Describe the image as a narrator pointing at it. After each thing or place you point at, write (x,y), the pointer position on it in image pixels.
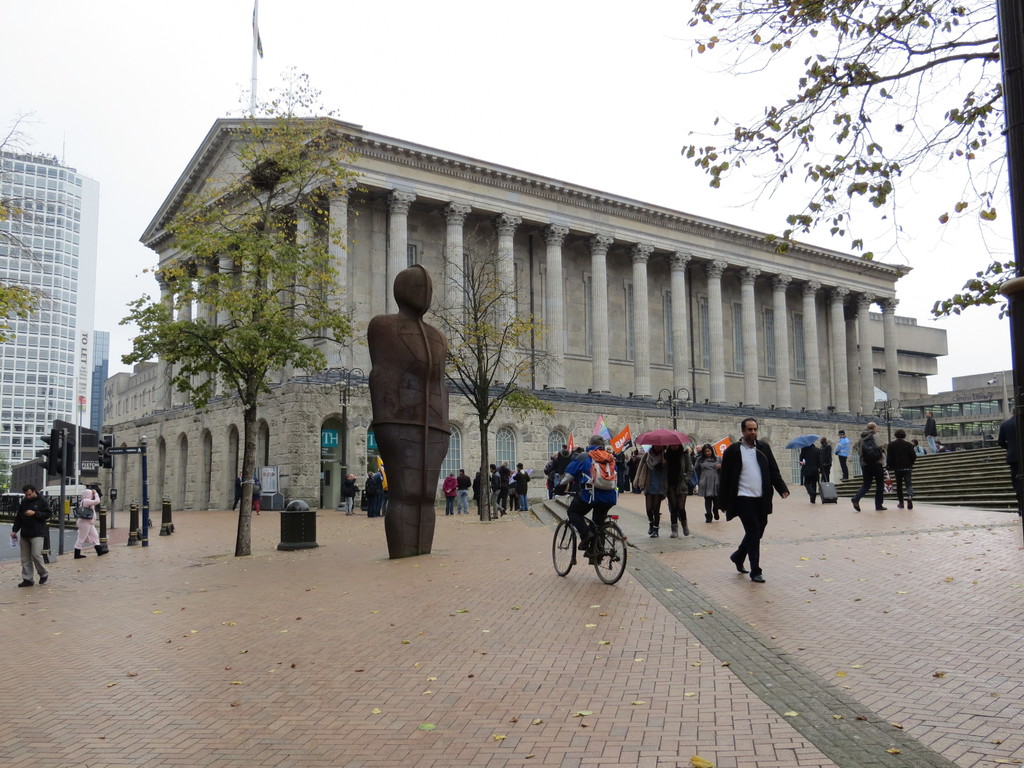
This image consists of a building (542,258) along with pillars (604,287). At the bottom (584,641), there is a road (651,644) on which many people (474,492) are walking. To the left (19,381), there is a building (33,286). At the top (125,22), there is a sky (147,43).
